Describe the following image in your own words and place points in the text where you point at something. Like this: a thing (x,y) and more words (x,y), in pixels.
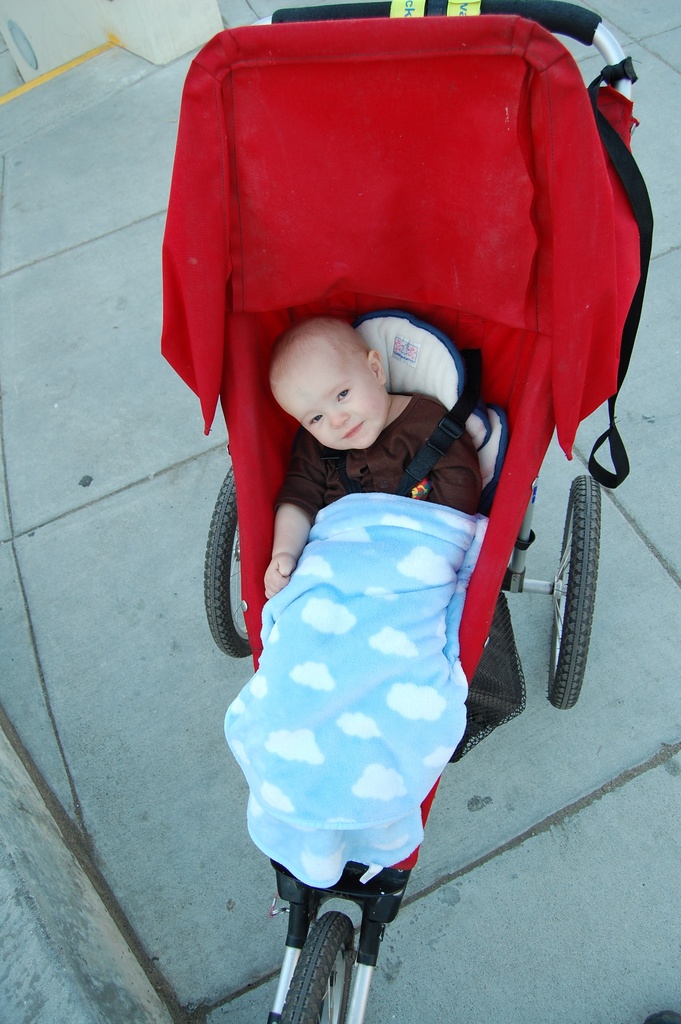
In this image there is one baby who is sitting in a vehicle (288,219), and at the bottom (143,940) there is a walkway (621,1011) and in the background (138,14) there is wall (183,13).
